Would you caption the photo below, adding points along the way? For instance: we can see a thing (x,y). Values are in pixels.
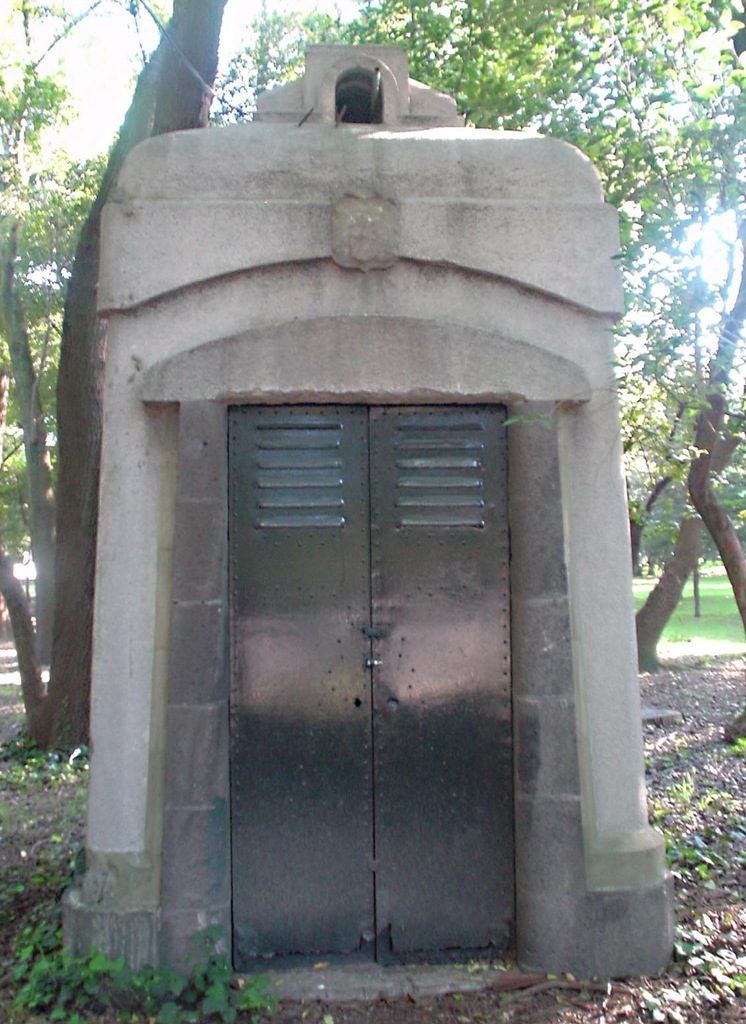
In this image we can see the concrete construction house (226,221). Here we can see the metal door (451,617). In the background (399,30), we can see the trees (355,32).
